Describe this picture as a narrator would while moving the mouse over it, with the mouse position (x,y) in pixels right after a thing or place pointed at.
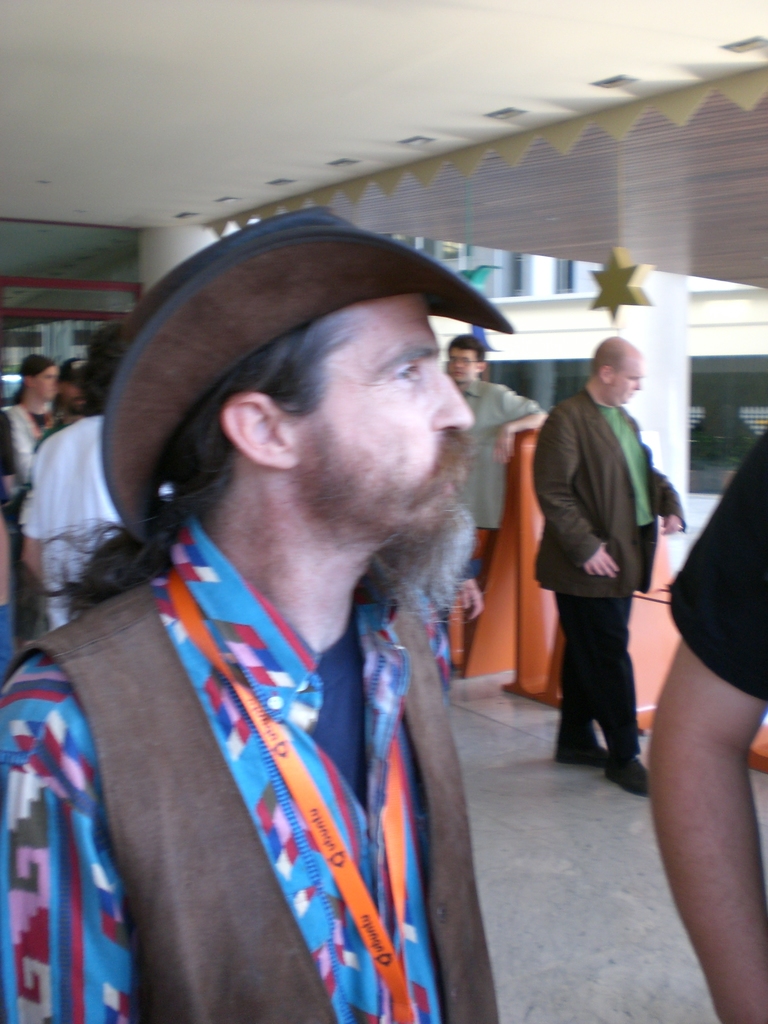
In this image there are persons (154,461) standing and walking. In the background (306,186) there is a building (475,256) and there is an object (525,539) which is red in colour.
